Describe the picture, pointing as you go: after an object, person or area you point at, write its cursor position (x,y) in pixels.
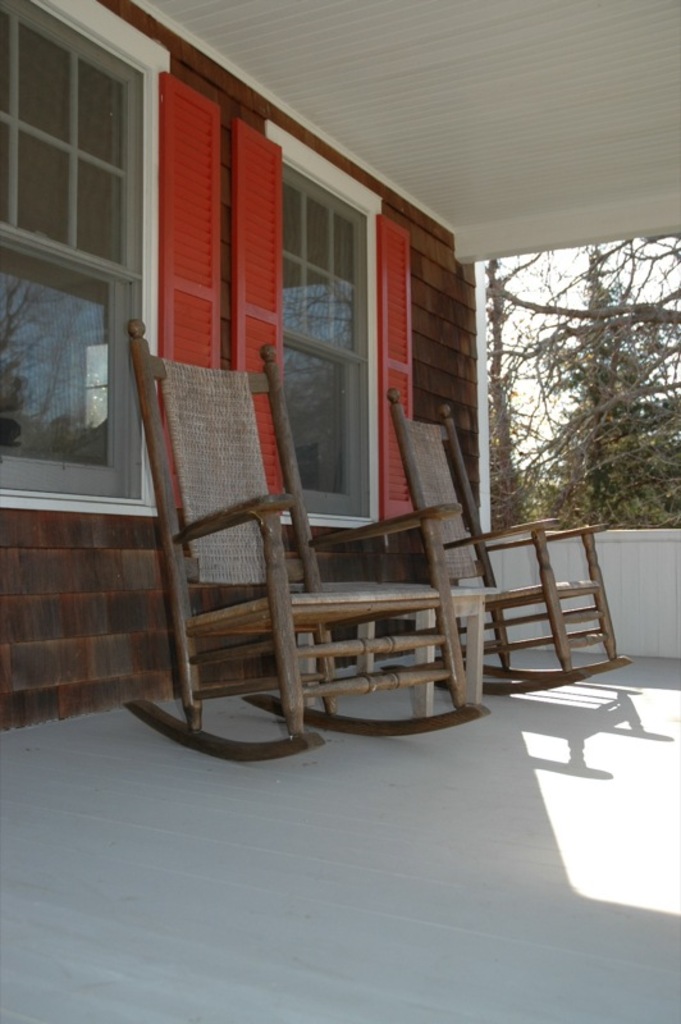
In the center of the image (439,663) we can see two chairs (544,566) placed on the ground (436,843). In the background (613,607), we can see a building (374,385) with windows (287,385), a group of trees (557,333) and the sky (549,430).
